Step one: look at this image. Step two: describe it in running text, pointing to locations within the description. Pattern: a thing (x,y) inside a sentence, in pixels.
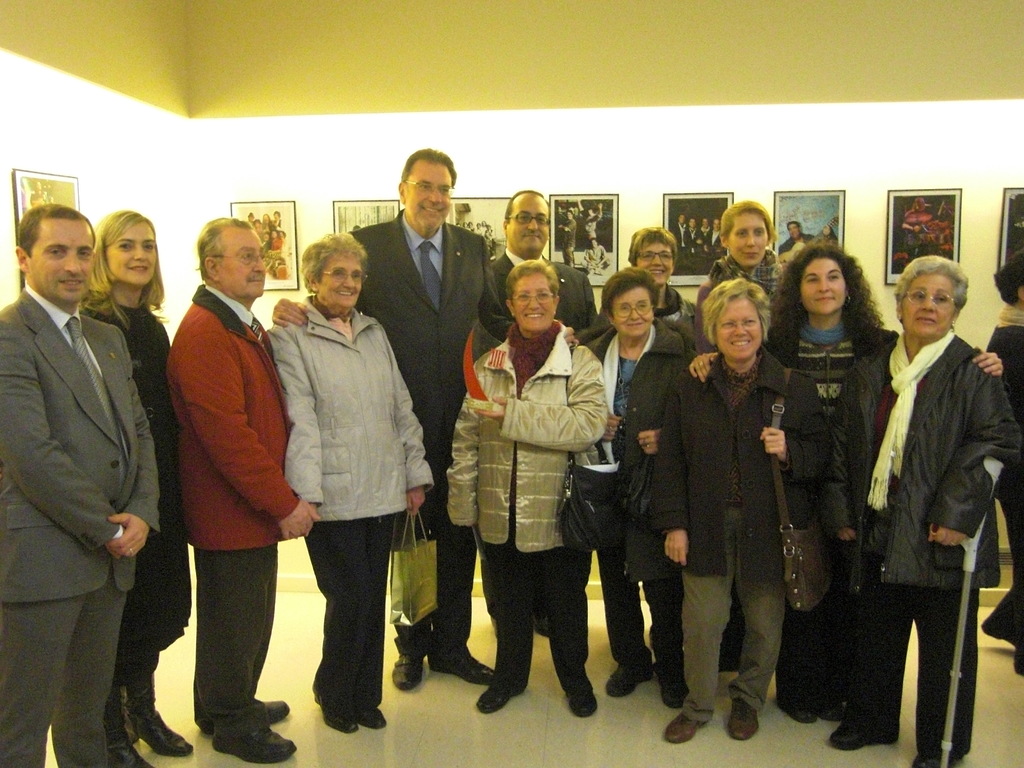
In this picture we can see a group of people (37,670) standing on the floor (775,700) and smiling, hand stick (992,475), bags (810,569) and in the background (587,209) we can see frames (1003,203) on the wall (752,184).
